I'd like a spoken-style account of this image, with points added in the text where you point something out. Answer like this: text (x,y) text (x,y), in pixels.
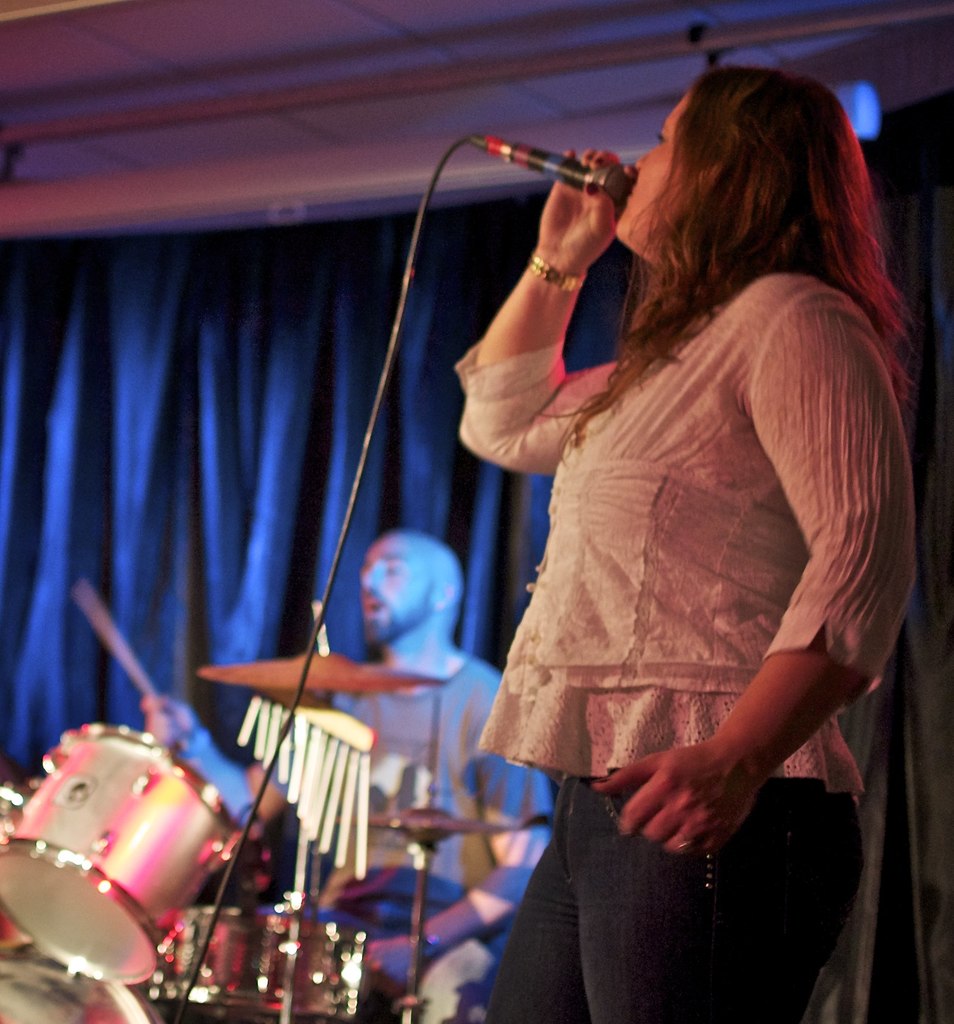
In this image there a person (650,568) holding a microphone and a person (274,774) playing a musical instrument (301,735), there is a curtain (189,524) and a pole (415,80) attached to the roof (425,117).
